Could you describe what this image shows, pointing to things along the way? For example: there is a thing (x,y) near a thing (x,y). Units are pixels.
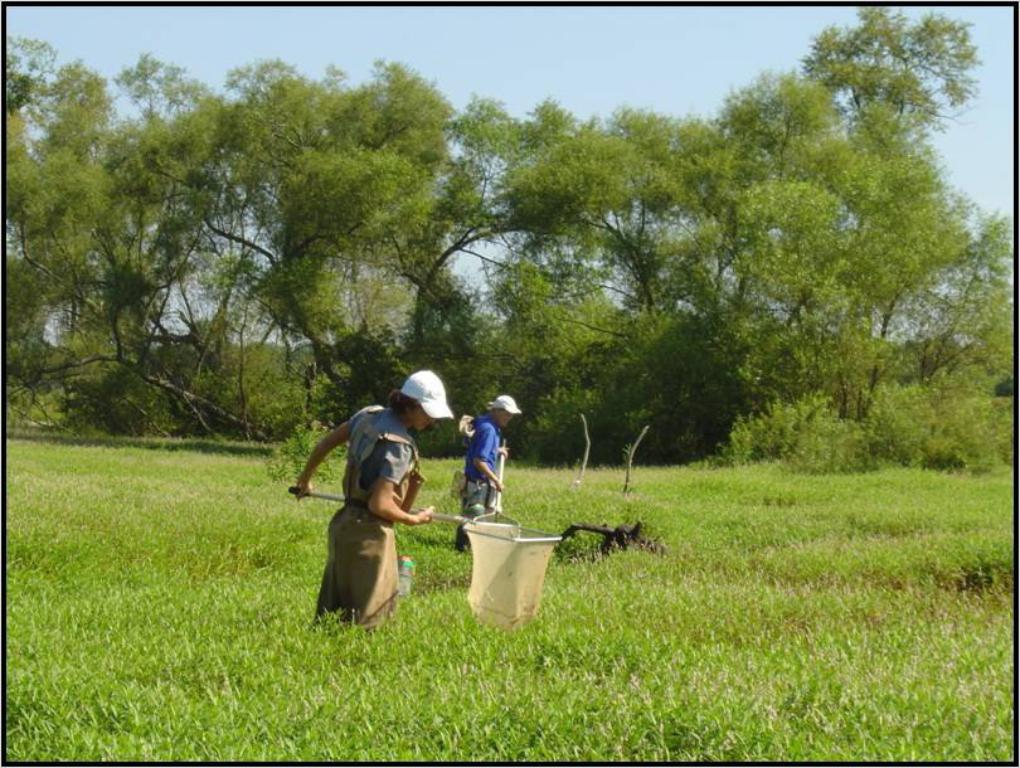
In this picture we can see two persons (465,499) are standing and holding nets (515,532), they wore caps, at the bottom (763,673) there are some plants (138,610), in the background (786,371) we can see trees (650,235), there is the sky (554,52) at the top of the picture (477,51).
